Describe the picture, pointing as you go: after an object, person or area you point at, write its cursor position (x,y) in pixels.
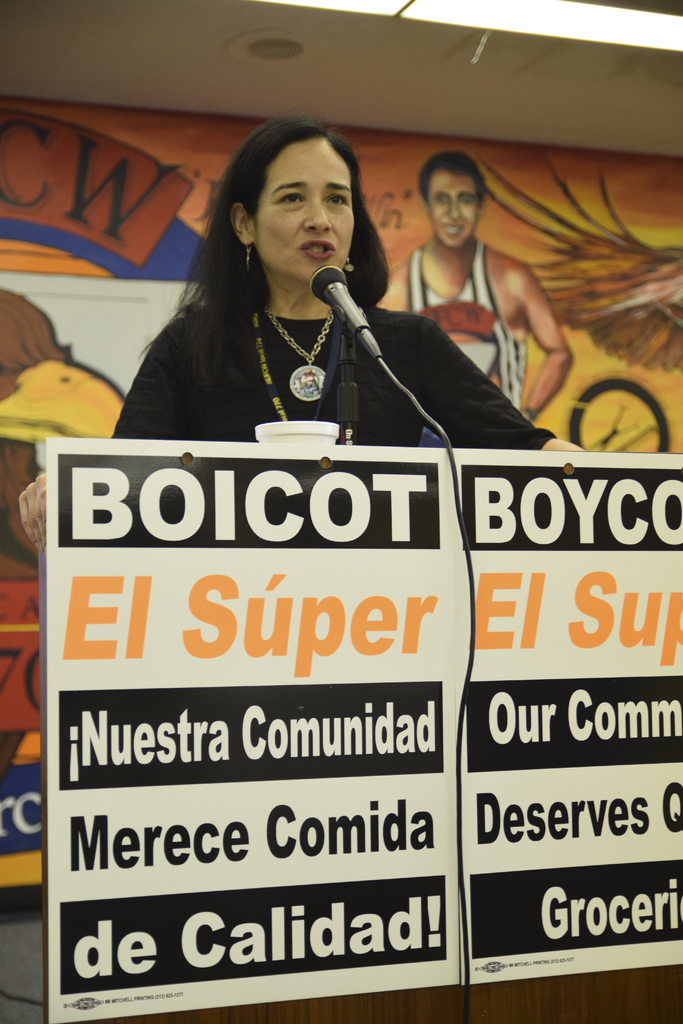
In this image there is a person (292,237) standing at the table (554,1019). There is a mike (445,444). There is a wall (50,210) with a painting (101,327) in the background (550,268).
